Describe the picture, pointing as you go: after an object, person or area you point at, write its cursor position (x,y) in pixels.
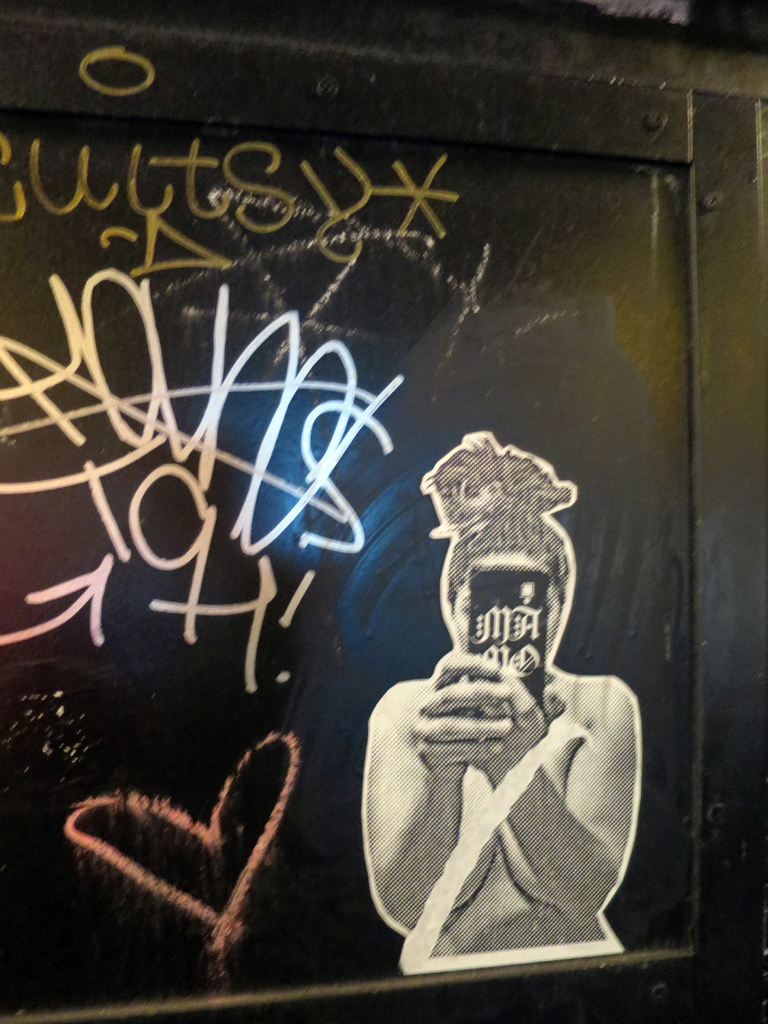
This picture consists of a poster (610,858) in the image.
